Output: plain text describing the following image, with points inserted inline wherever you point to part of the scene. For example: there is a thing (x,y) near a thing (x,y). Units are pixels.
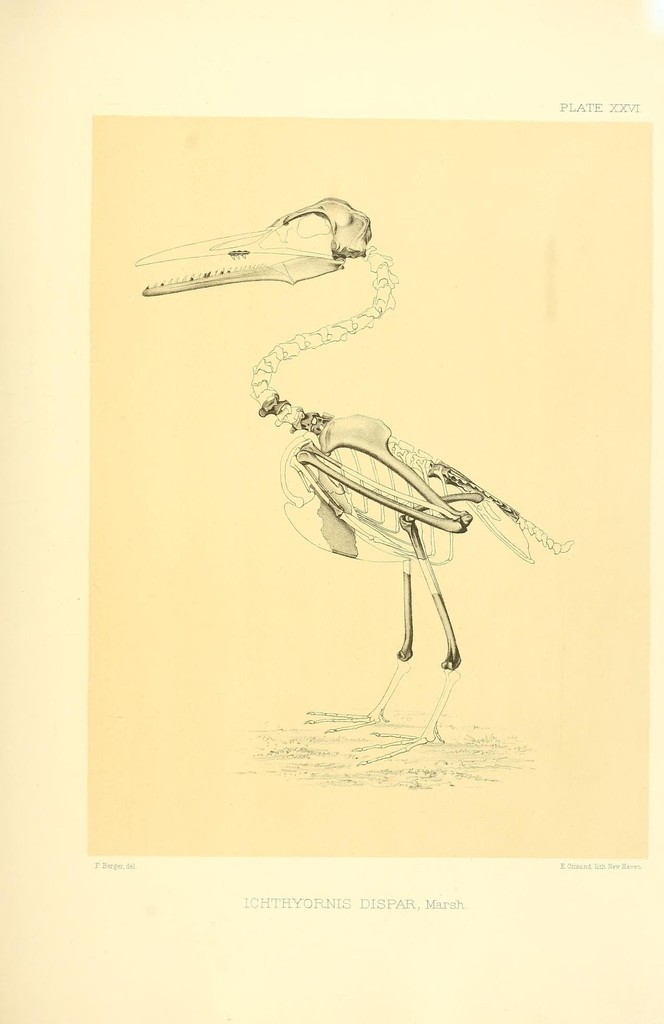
In the picture there is a skeleton image of a bird (315,475).
